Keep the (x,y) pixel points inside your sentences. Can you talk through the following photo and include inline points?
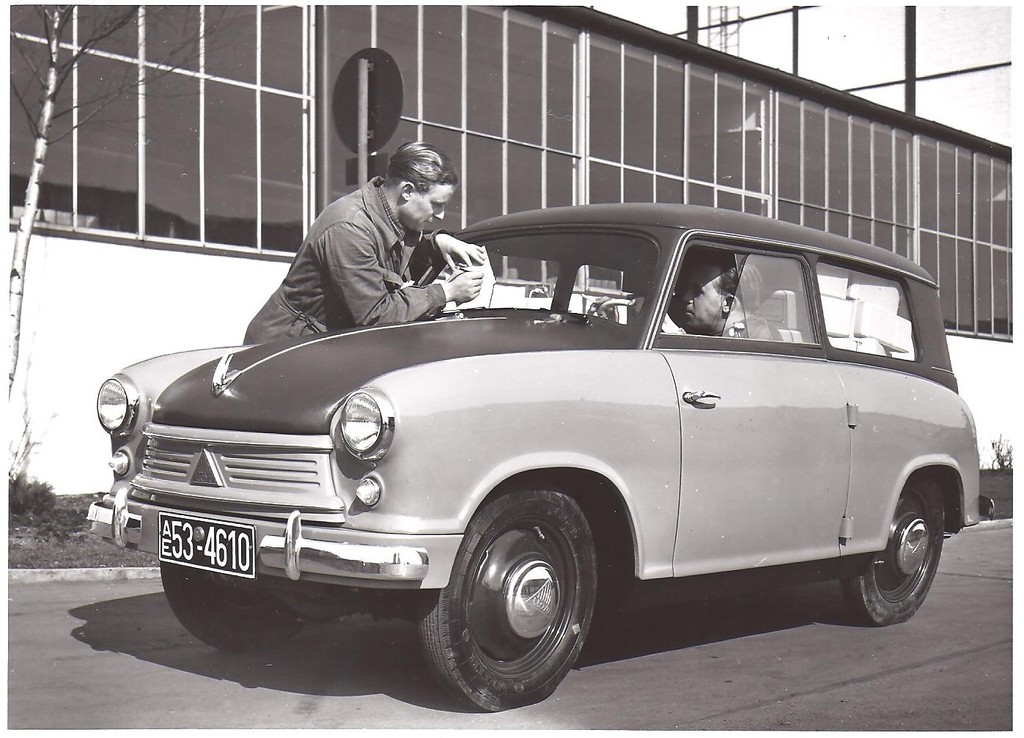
There are people (727,290) in the image, one is sitting in the car (758,426) and another man (403,243) is standing at the car (784,478) and writing. At the back of the man (362,226) there is a building (212,182), there is a tree (19,290) beside the man (409,298) and there is a sky (863,27) at the top of the image (846,38).
